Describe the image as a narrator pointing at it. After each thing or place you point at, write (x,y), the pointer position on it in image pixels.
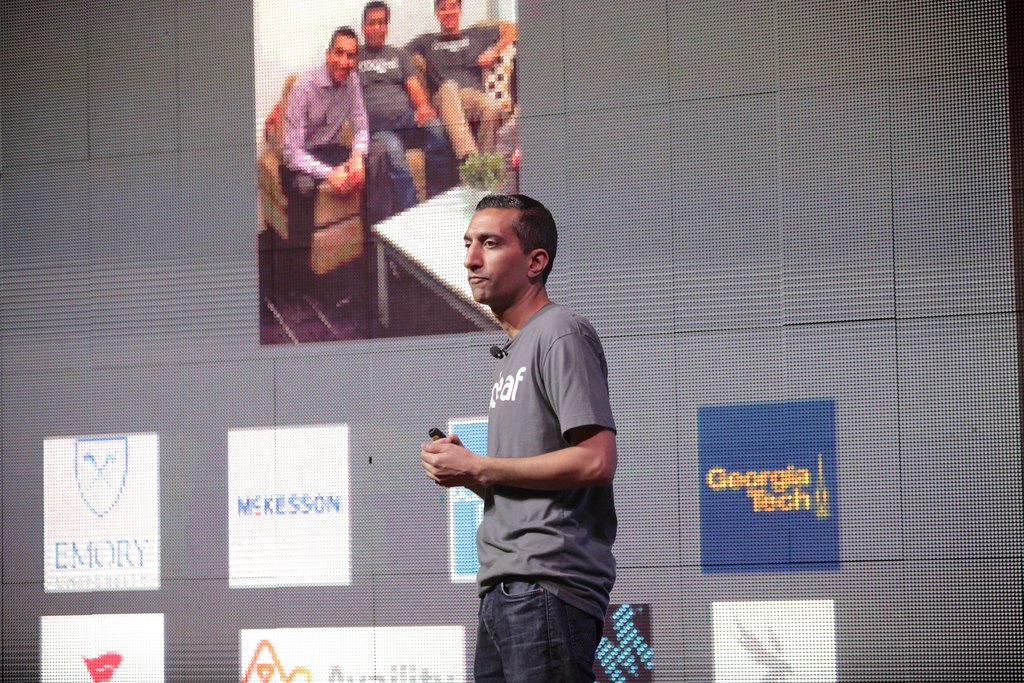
In this image in the center (508,415) there is a man (521,499) standing and holding an object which is black in colour. In the background (700,240) there is a screen (482,309) and on the screen (423,303) there are some text (752,474) and there is an image (415,196) of the persons (415,129) sitting and smiling and there is a table (428,243) and on the table (434,243) there is a plant (485,185).
